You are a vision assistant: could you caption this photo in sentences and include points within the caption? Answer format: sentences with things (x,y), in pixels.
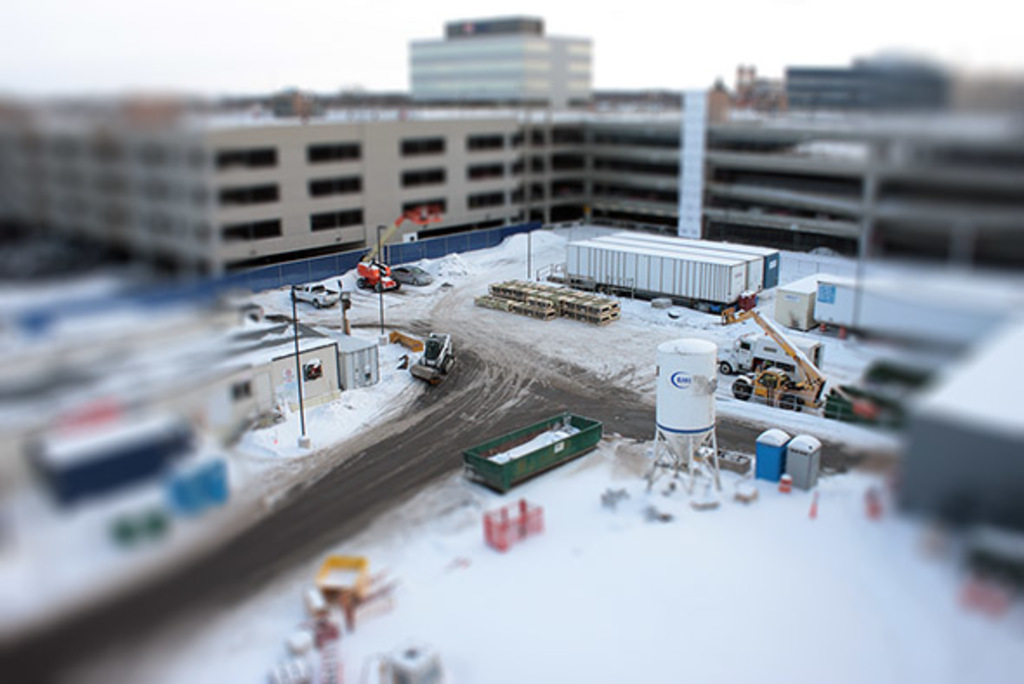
In this image there are buildings (152,133), vehicles (580,261), crane (806,360), poles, sky (735,20) and objects (865,399).
